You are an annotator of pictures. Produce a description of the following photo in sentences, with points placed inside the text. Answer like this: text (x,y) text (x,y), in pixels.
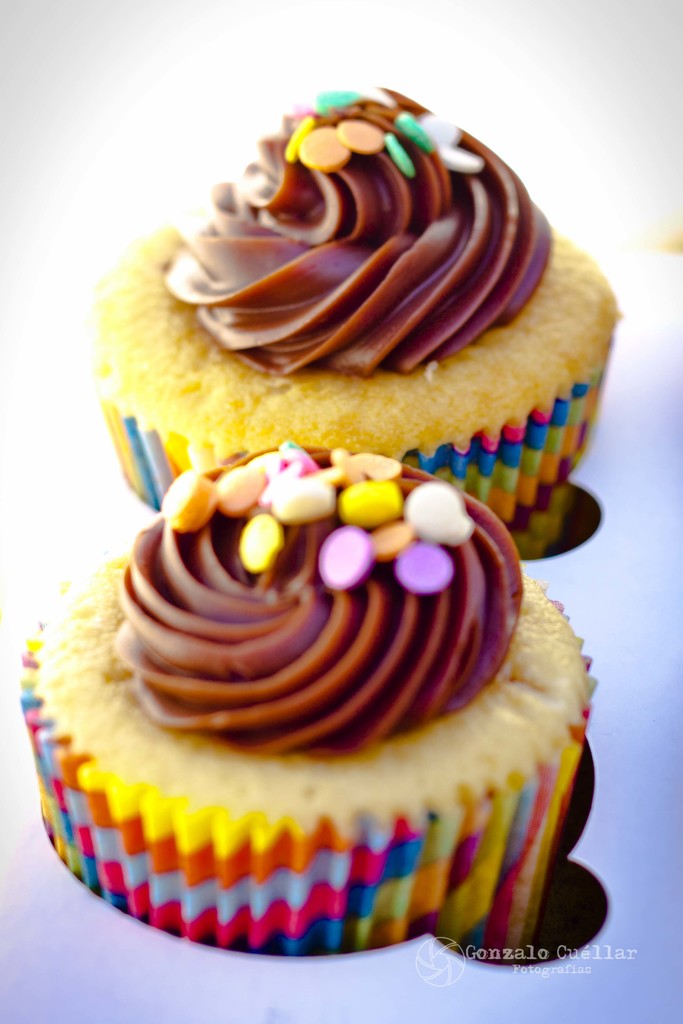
In this image there are cupcakes (343,534).
